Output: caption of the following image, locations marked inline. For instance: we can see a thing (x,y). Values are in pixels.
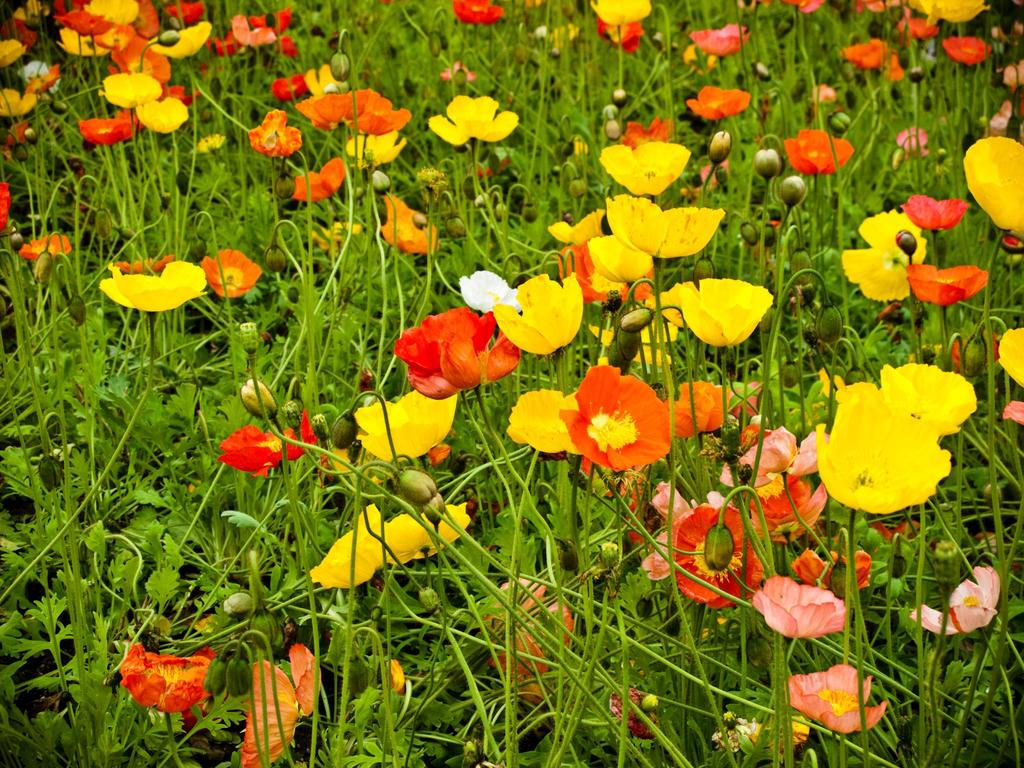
In this image we can see flower plants (659,442).
